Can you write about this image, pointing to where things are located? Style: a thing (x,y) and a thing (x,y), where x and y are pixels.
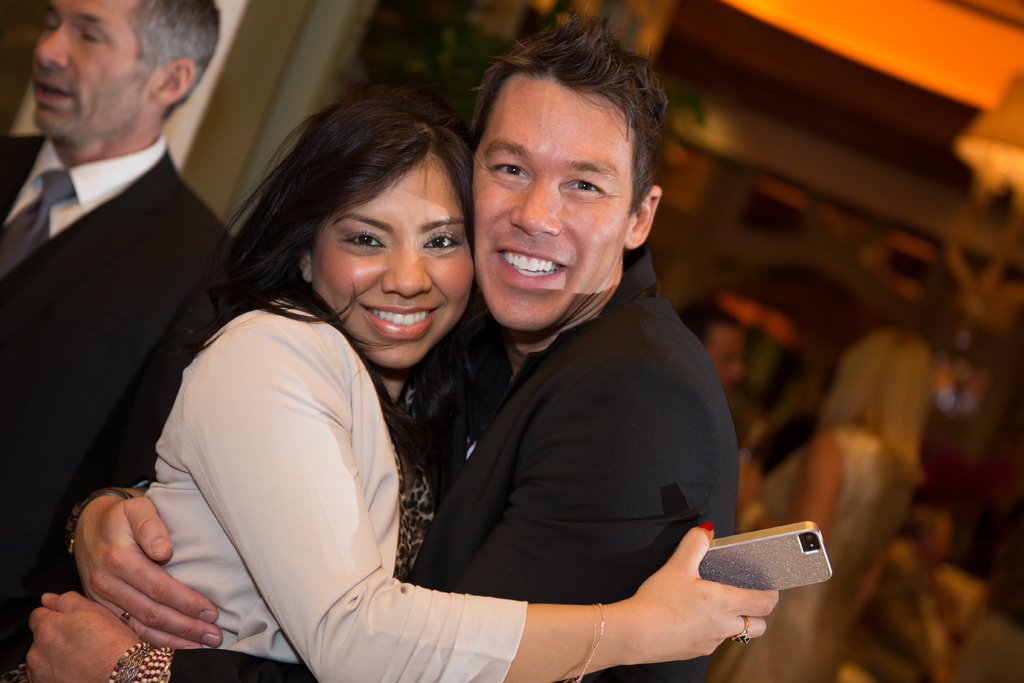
In this image i can see there are two men (133,494) and women (337,441), in front (285,336) I can see a man (498,419) and women (339,510) are hugging each other and smiling.
